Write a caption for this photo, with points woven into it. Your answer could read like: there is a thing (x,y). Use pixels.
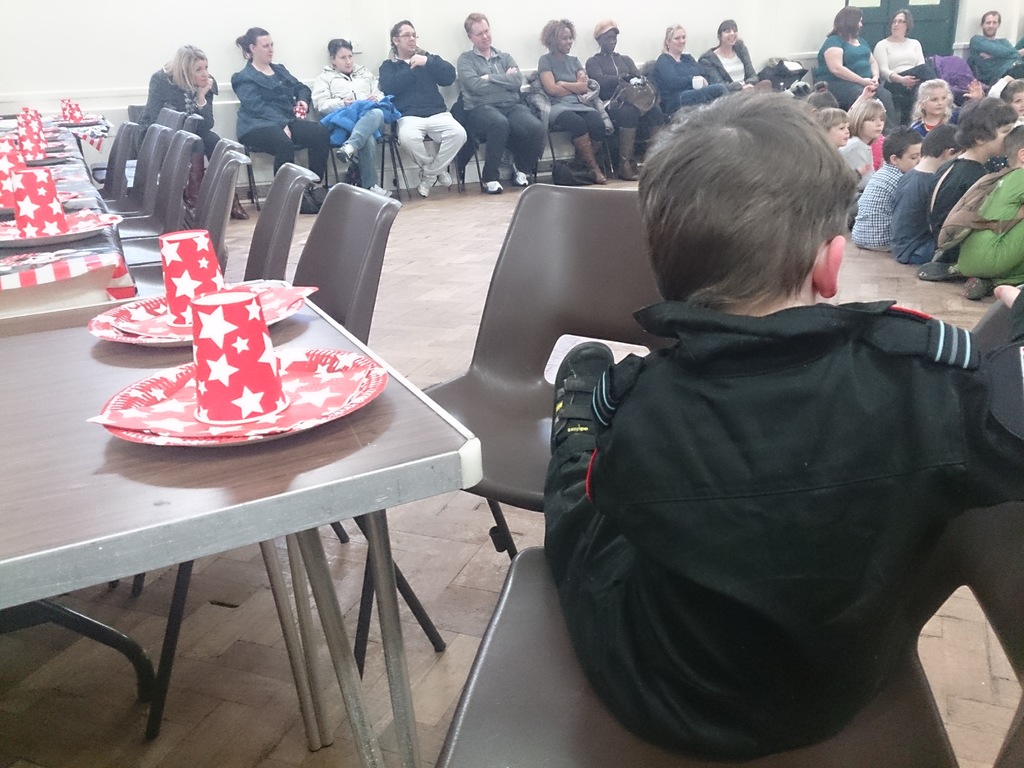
In the image there are many adults (451,141) sat on chairs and there are kids (881,135) sat on floor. There are tables (82,421) with plates (300,369) and glasses (252,368) on left side (73,356) corner and there are chairs (485,341) in front of it. There is a boy (625,488) with black jacket (722,495) sat on chair (590,675) in the right side (737,230) corner front of the image.
